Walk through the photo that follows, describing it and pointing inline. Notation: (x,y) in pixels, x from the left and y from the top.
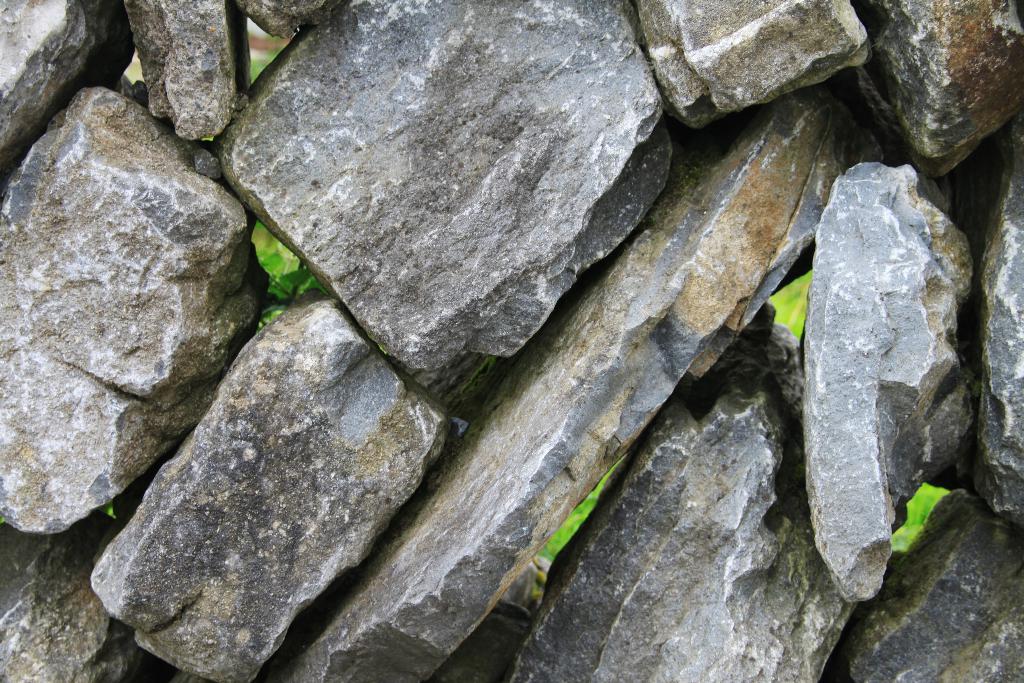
In this image we can see one stone wall (773,424) and some grass (568,537), leaves (277,265) on the ground (272,235).
